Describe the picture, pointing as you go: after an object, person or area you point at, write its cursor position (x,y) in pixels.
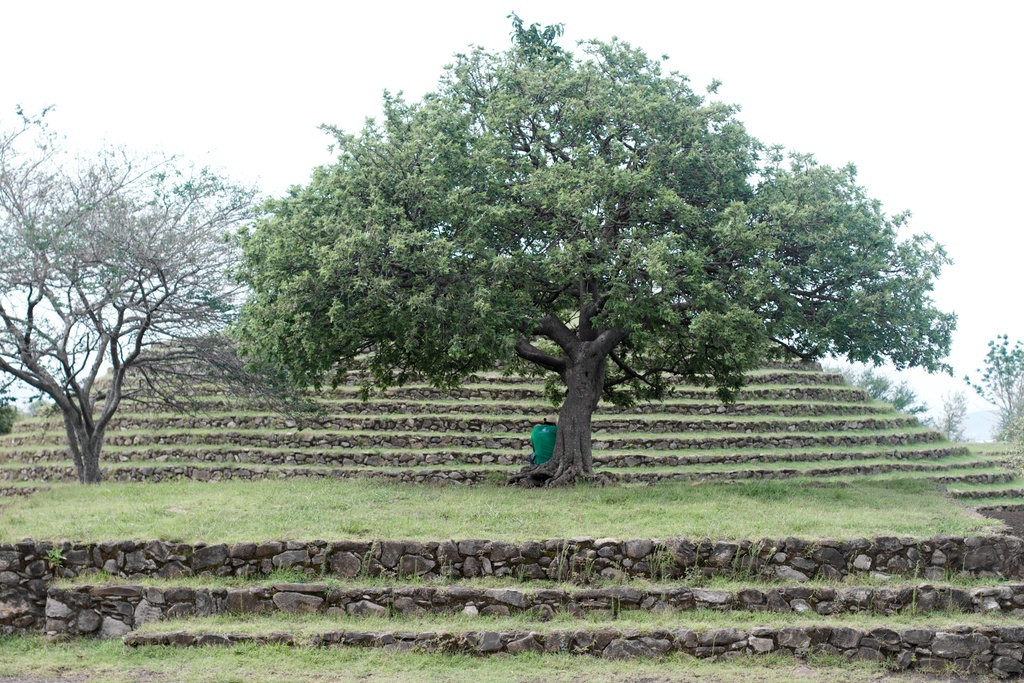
In this image, we can see trees (144,332). There are steps (419,464) in the middle of the image (680,414). In the background of the image (920,217), there is a sky (770,68).
